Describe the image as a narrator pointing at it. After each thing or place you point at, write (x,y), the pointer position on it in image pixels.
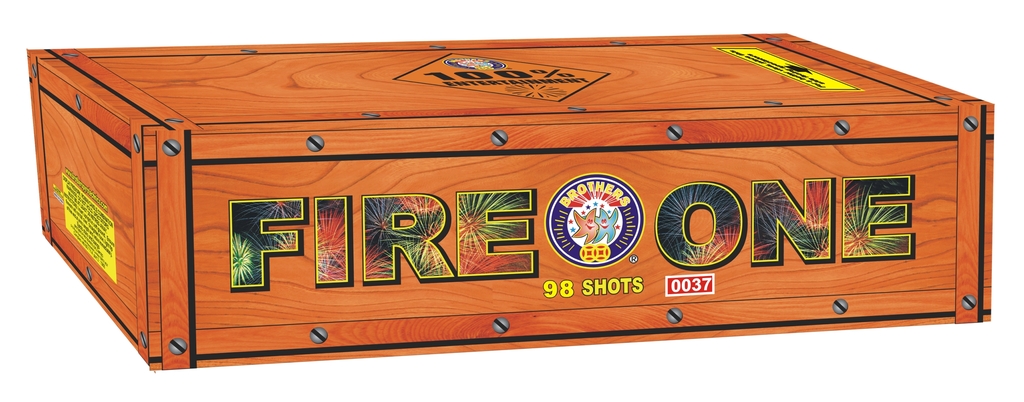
This looks like an animated image. This is the wooden box (218,168). These are the nails (315,144), which is used to fix the box (492,142). This looks like a name (515,236) on the box (256,302).
